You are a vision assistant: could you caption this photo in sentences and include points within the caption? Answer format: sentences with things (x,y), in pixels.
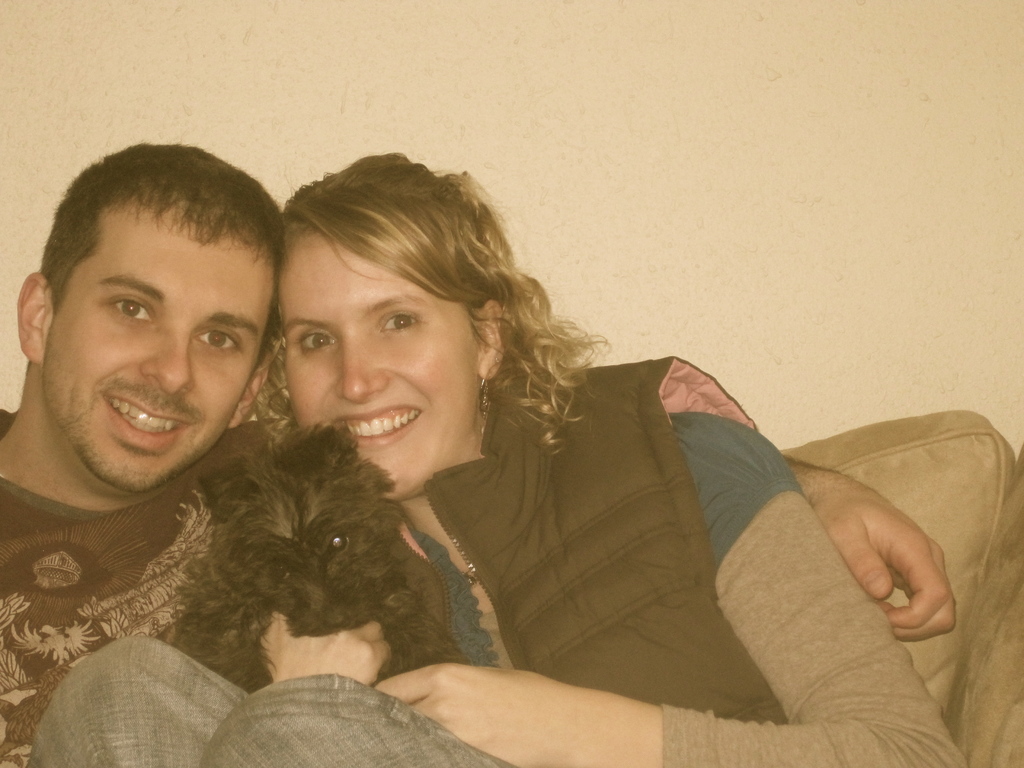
In this Picture we can see a inside view of the living room (450,578) in which a boy (61,529) and the girl (567,500) is sitting on the sofa (944,641). Left side (54,609) a boy (65,601) wearing black t-shirt (71,570) and on right (700,661) a girl (560,484) wearing a black puff jacket (585,576) sitting and holding a black color dog (259,623) in her hand (291,643).
